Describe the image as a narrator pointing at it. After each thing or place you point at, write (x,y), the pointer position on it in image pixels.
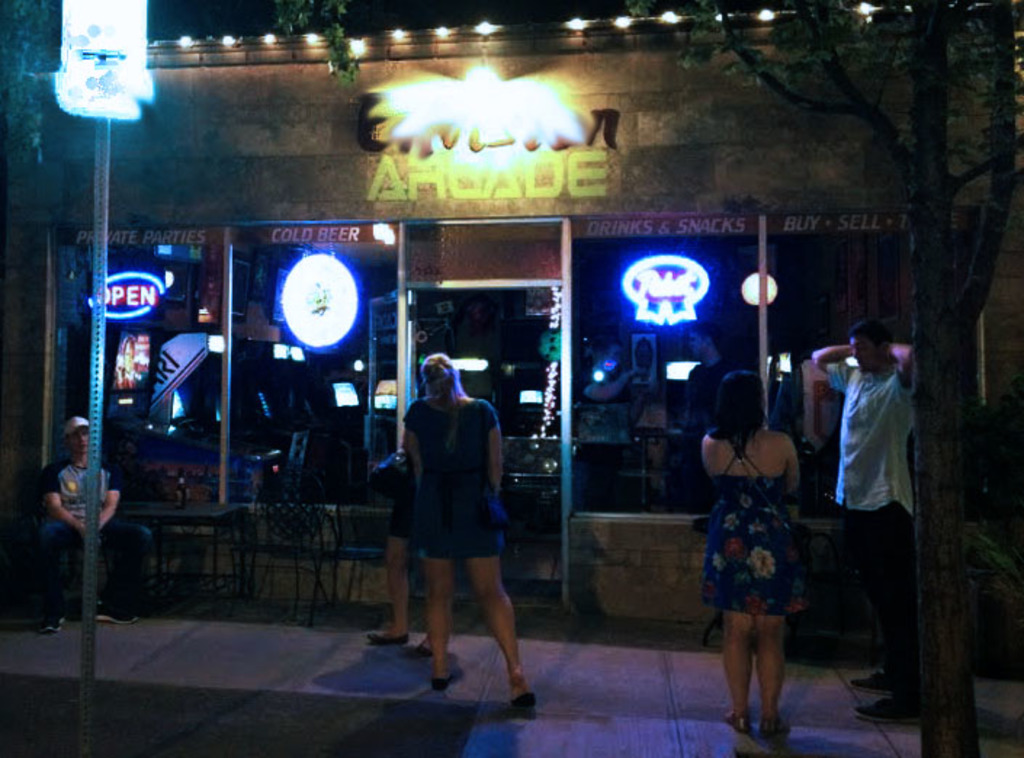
This image is taken during the night time. In this image we can see the building (505,277). We can also see the lights (428,111), light pole (93,57). Image also consists of the chairs (281,501) and also the table (142,512). We can see a person (83,511) sitting and wearing the cap (82,435). We can also see the people (772,730) standing on the path (791,696). On the right (955,30) we can see the tree (1003,133).
